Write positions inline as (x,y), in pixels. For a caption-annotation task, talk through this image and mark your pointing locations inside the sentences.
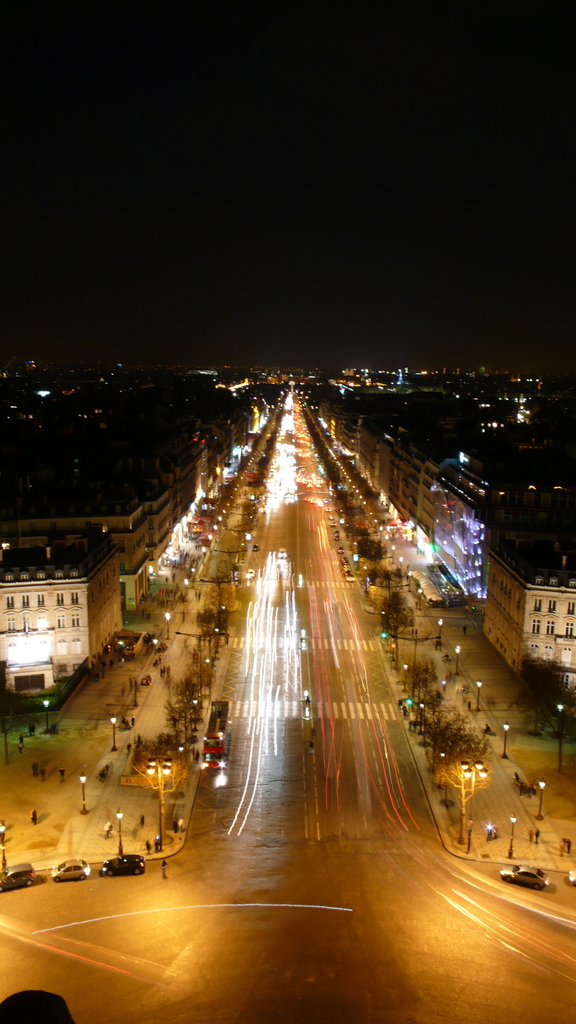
In this image there are few buildings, few vehicles (211,742) on the road (261,753), few street lights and this picture is captured in the night time.
